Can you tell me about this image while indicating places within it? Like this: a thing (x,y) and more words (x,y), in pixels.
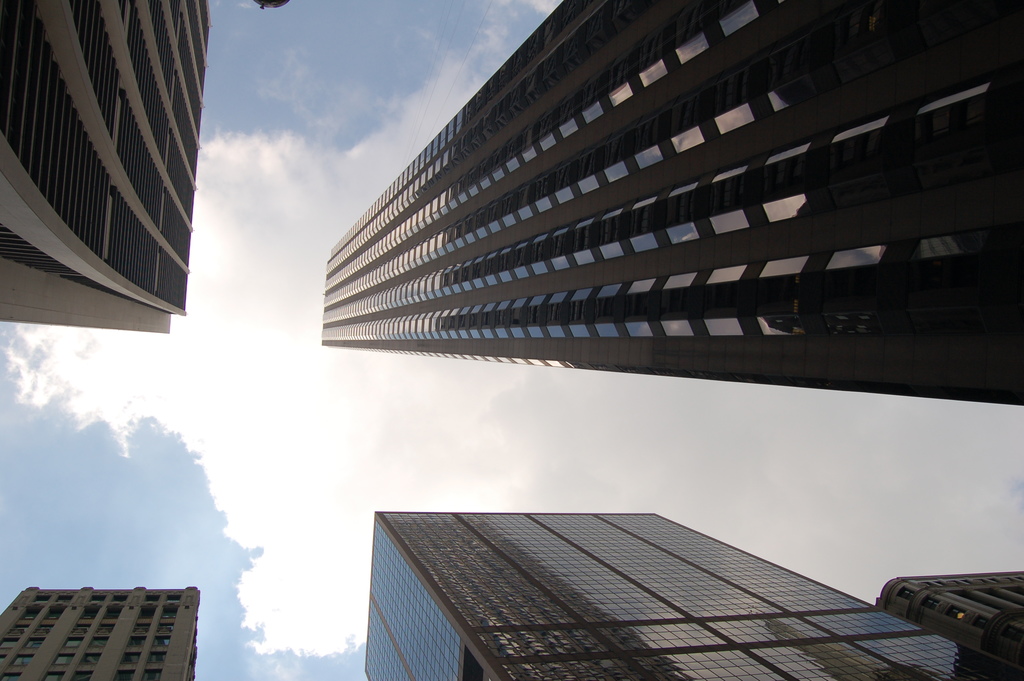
In this image we can see the buildings (635,256). In the background (278,502) there is sky (309,414) with the clouds (560,443).
